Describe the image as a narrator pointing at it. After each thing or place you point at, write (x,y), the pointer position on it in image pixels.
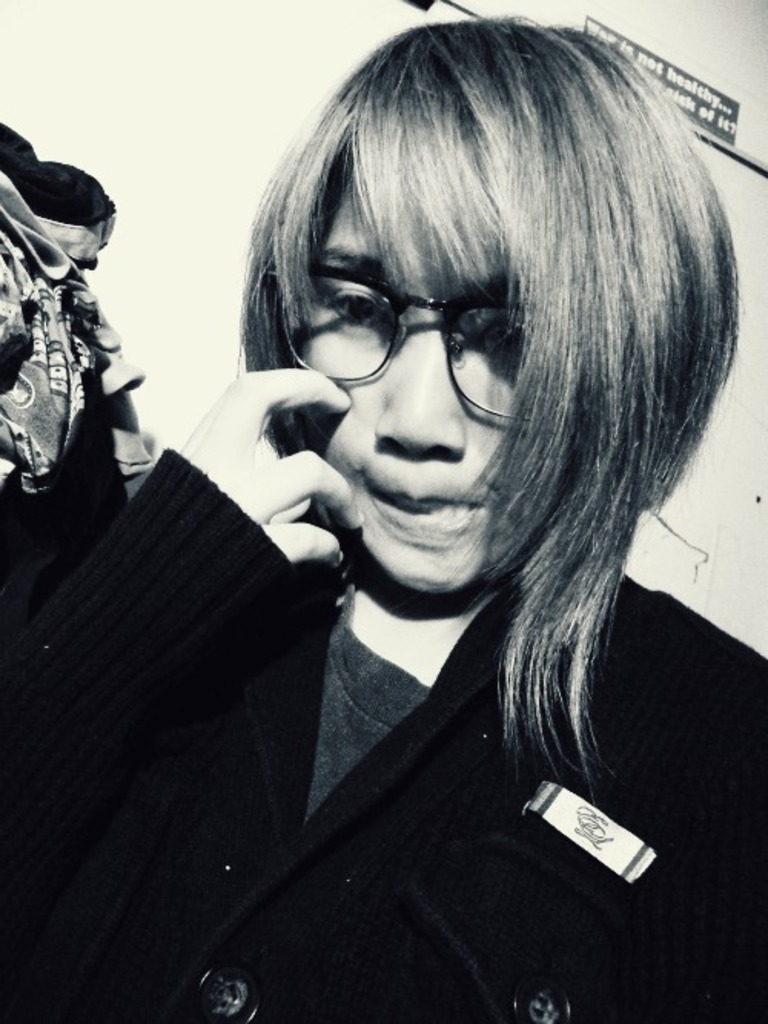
In this picture we can see a girl (453,851) wearing black color sweater (439,909) with specs (485,368) giving a pose into the camera. Behind there is a white color wall (107,125).
